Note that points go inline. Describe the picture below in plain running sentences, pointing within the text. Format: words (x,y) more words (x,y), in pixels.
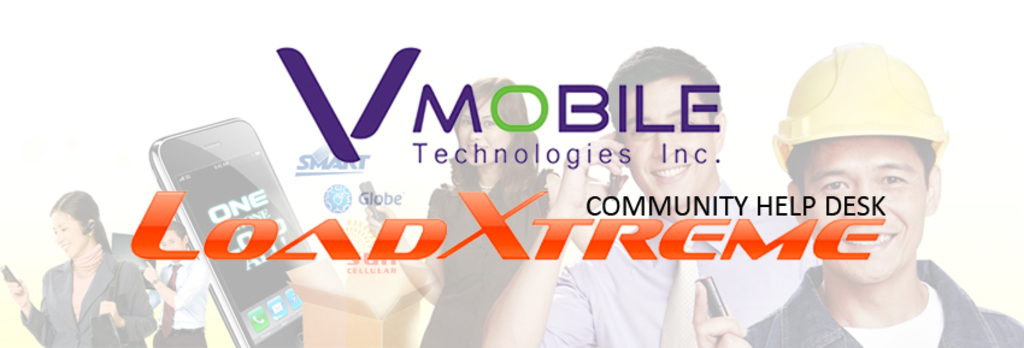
In this image there are some text (174,203) written and there are persons (503,191) smiling and there are objects (357,311) which are black and brown in colour.
